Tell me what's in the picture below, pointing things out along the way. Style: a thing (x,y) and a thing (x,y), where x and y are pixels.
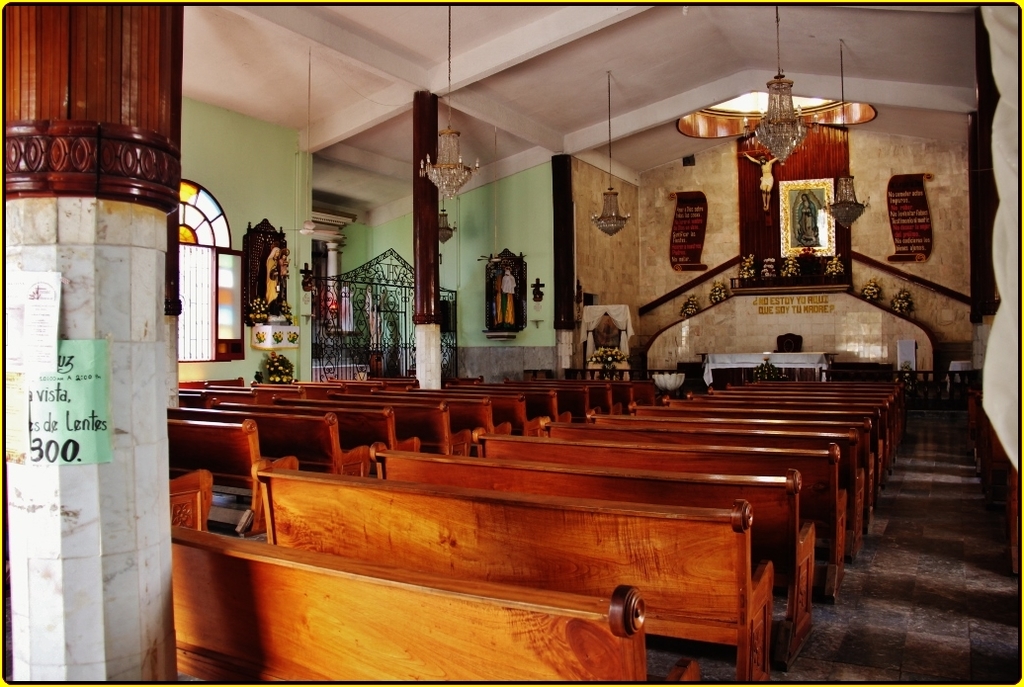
As we can see in the image there is a wall (590,259), chandeliers (457,168), window (194,288), benches (554,480) and a statue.
